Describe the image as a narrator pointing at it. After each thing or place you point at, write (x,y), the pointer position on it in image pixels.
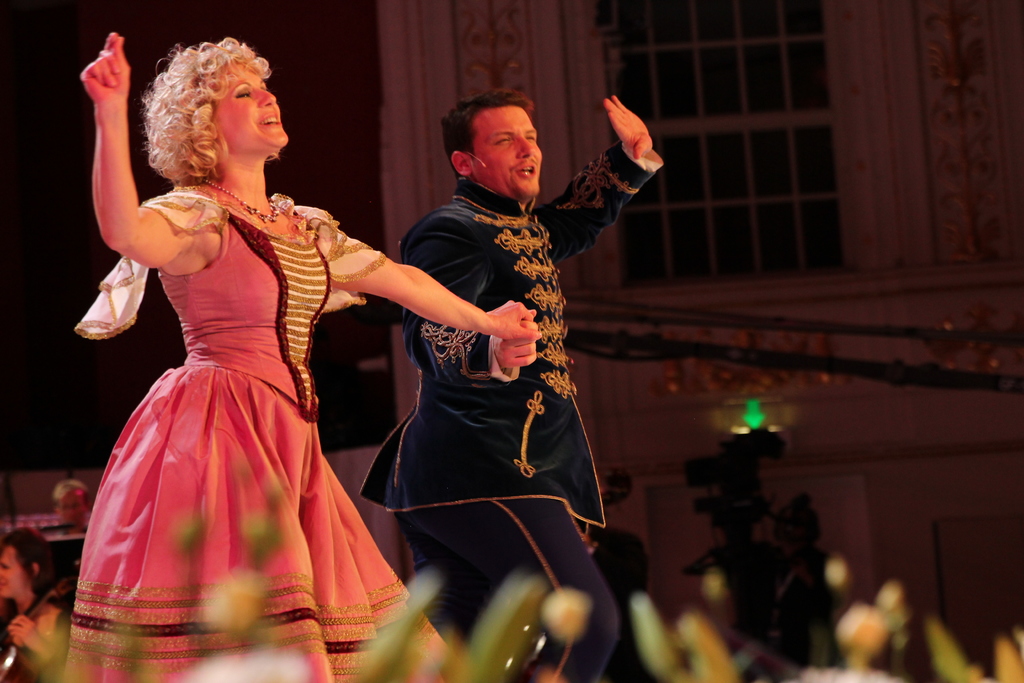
In this picture we can see a man (509,381) and a woman (241,85) holding hands (492,326) and smiling. We can see a person (40,594) on the left side (22,585). There is a green light (753,430) on the right side (747,419). We can see an object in the background (775,433). There are a few plants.
